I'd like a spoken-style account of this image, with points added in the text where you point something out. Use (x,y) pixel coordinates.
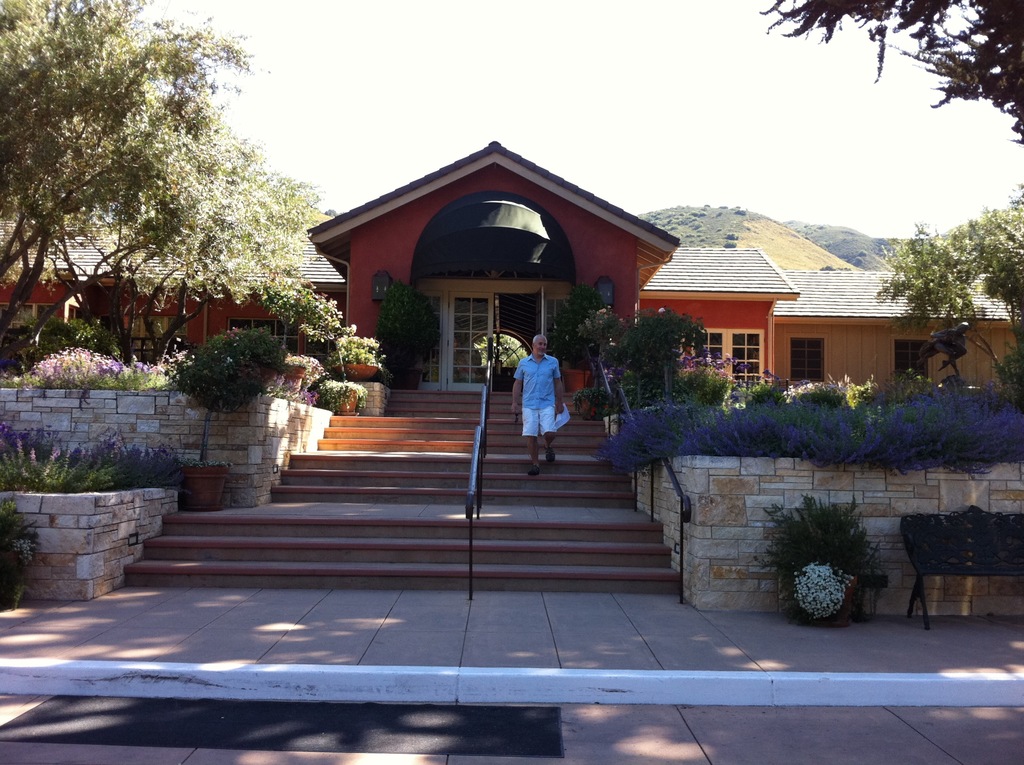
The man (532,381) in the blue shirt (534,394) is standing on the staircase (510,468). He is holding something in his hands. Beside him, we see the stair railing (479,494). On either side of the picture, we see flower pots (838,614), plants (319,398) and shrubs (732,411). On either side of the picture, there are trees (20,68) and we even see the wall (896,565). On the right side (907,534), we see a bench (1001,535) in black color. In the background (826,340), we see a building (341,285) with a grey color roof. There are hills (879,240) in the background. At the top (634,83), we see the sky (419,90). At the bottom (382,668), we see the footpath (605,636).
